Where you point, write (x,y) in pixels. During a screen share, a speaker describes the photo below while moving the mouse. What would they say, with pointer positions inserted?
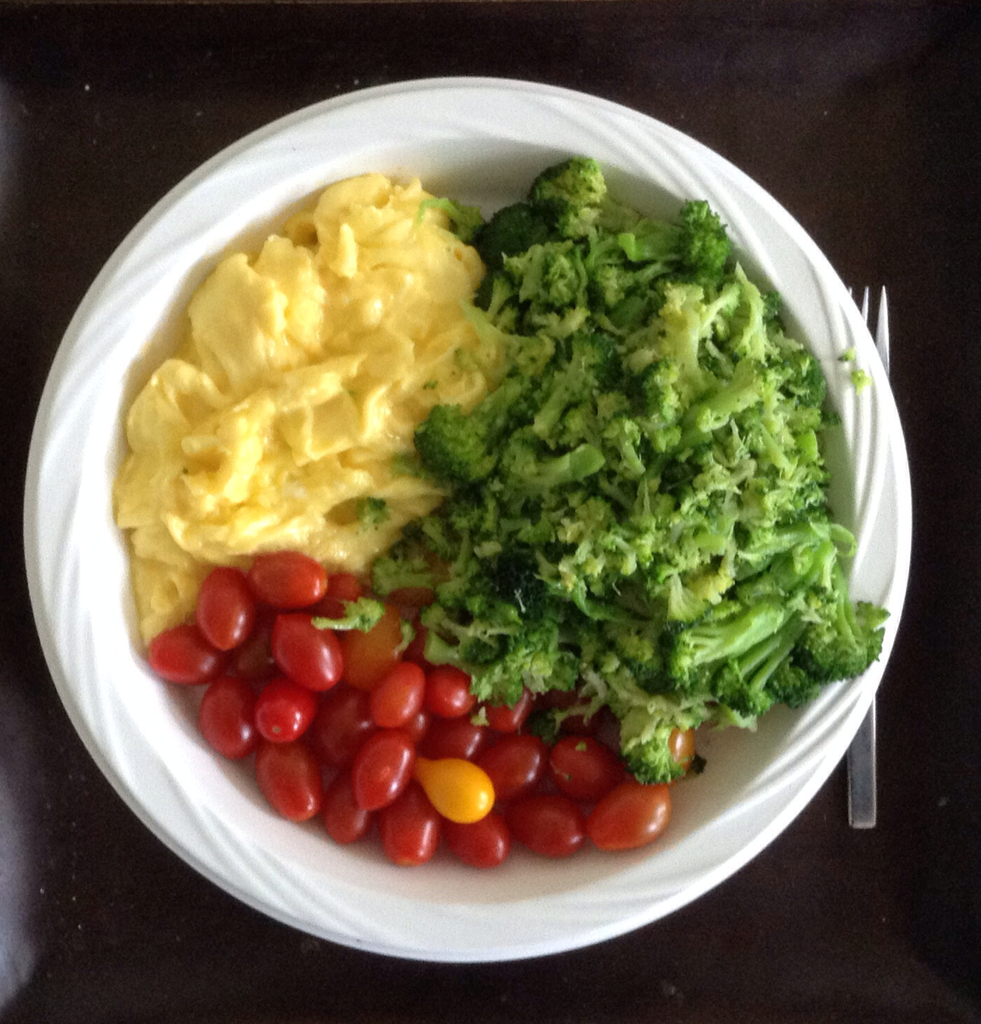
In this image there are food items (363,405) in a paper bowl (278,185) and a fork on the table (4,66).
